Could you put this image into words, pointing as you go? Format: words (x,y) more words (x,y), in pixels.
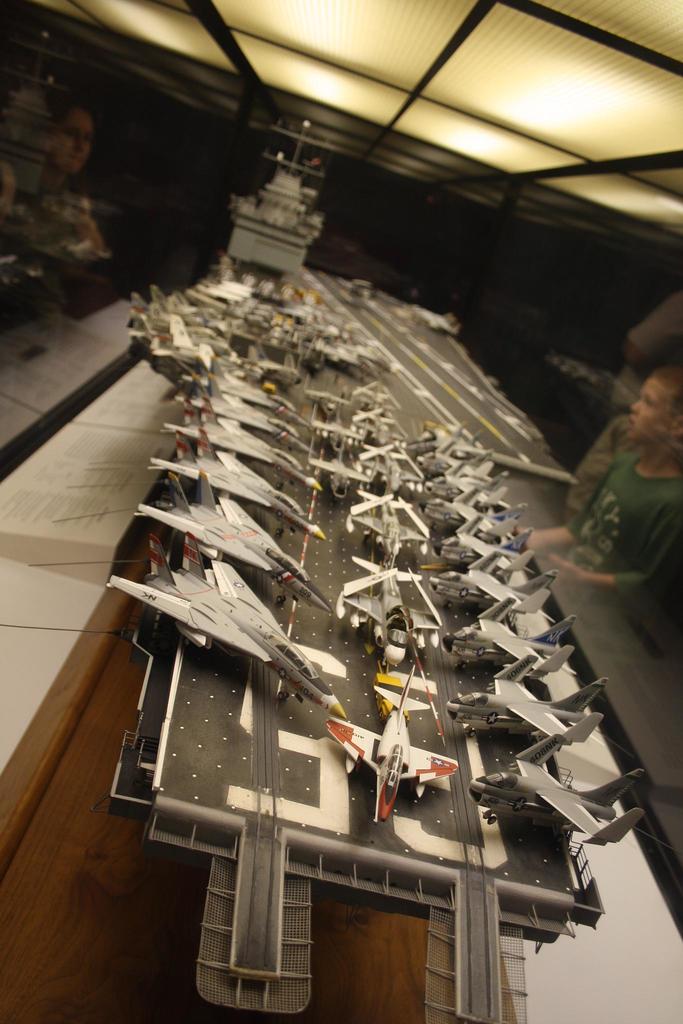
In this picture we can see miniature of a warship (317,579) and aircraft (365,619), beside the miniature (241,652) we can see few people (658,333), in the background (331,0) we can find few lights (375,105).
